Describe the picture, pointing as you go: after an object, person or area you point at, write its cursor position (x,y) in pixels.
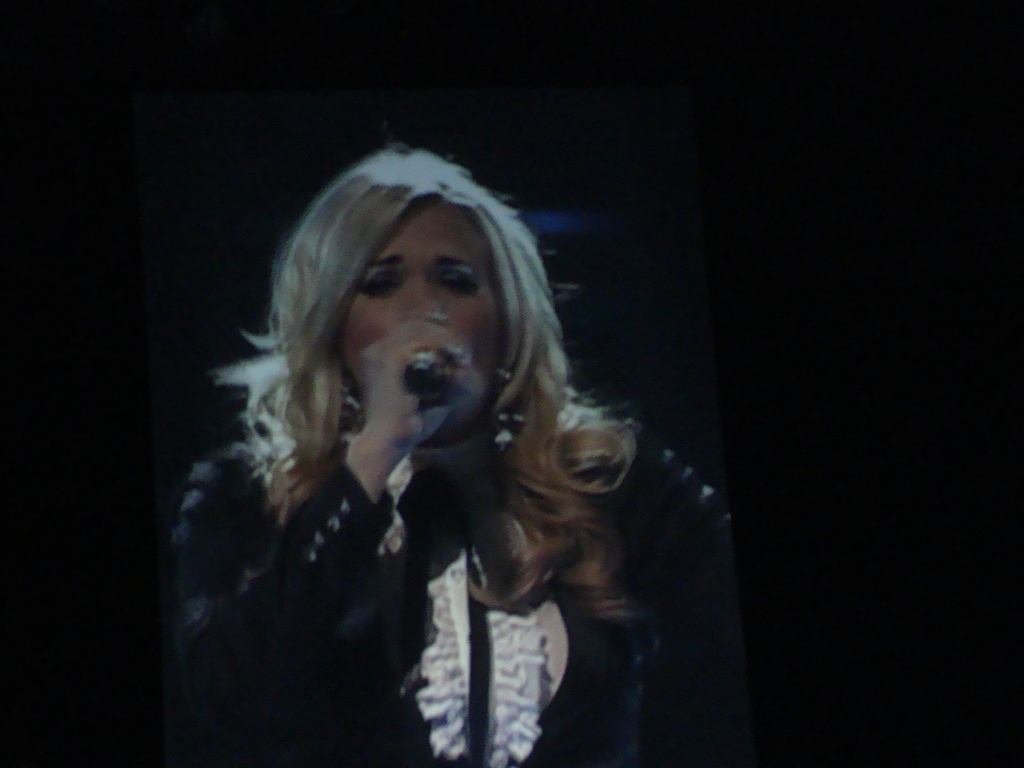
In this picture a lady (481,293) is singing with a mic (441,376) in her hand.
